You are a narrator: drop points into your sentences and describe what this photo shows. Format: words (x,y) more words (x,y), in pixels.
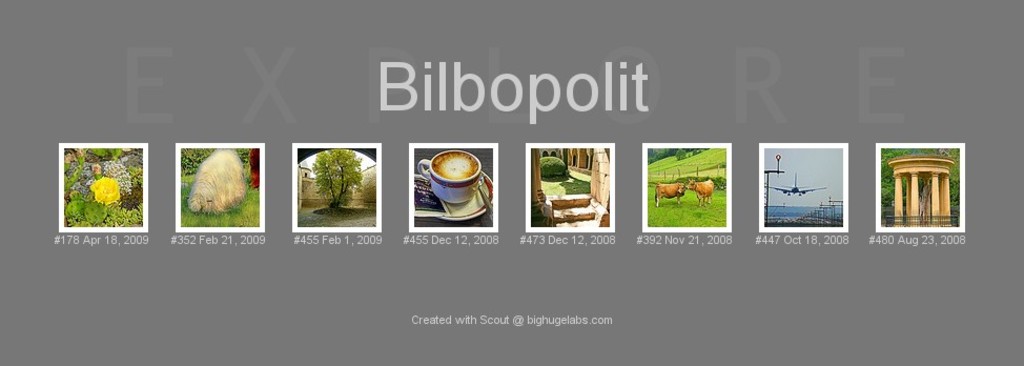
In this picture, it is looking like a poster (498,237) and on the poster (775,29) there are different pictures (556,196) like trees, flowers (106,179), a cup (441,193) with a saucer (458,203), airplane (790,193) and an architecture (896,162).
